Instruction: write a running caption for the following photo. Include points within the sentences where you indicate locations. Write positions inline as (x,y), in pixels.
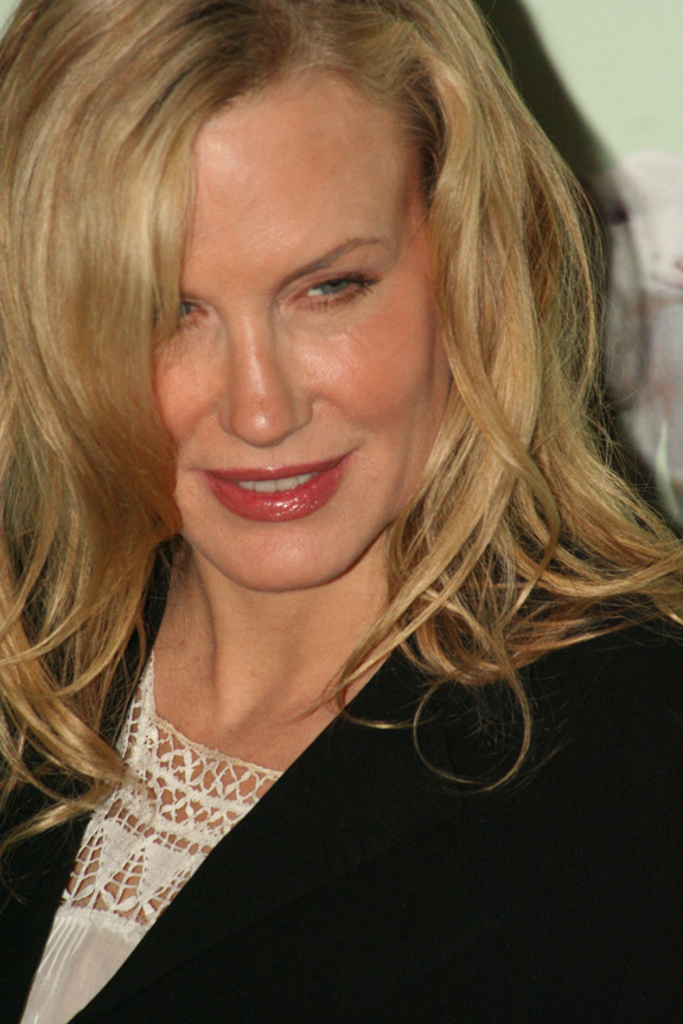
This picture shows a woman (397,467) with a smile (268,480) on her face (295,566) and she wore a black coat (331,792).
